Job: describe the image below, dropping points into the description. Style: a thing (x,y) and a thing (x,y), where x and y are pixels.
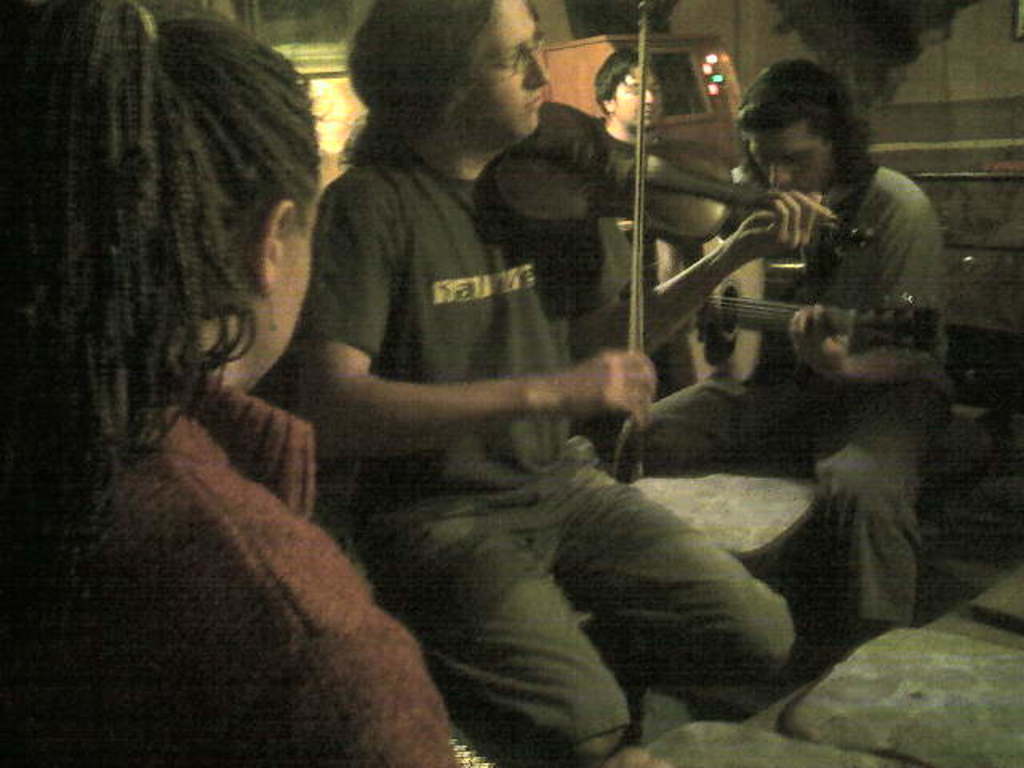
In this picture we can see a man (565,448) wearing black color t-shirt (563,443) sitting on the chair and playing violin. Beside there is a woman (302,566) wearing red color sweater (279,714) looking to the man (449,362). Behind we can see two boys (864,182) sitting and playing the guitar (751,324).
